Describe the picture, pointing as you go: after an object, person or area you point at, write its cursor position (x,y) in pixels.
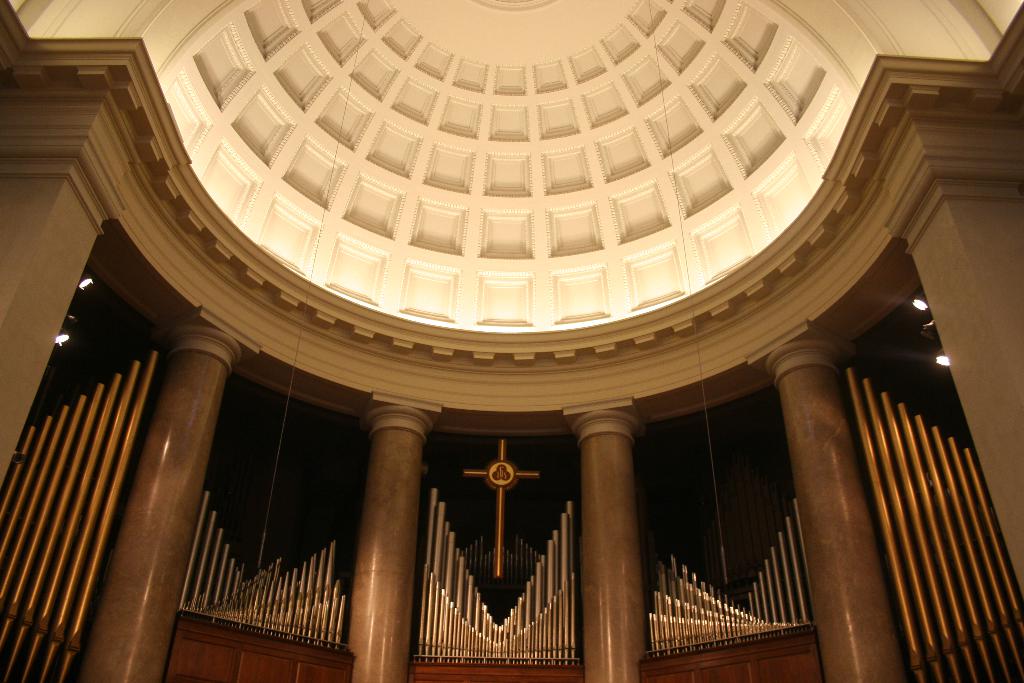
In this image I can see the inside part of the building (591,251). It is in brown, white and cream color. I can see few pillars (593,590).
